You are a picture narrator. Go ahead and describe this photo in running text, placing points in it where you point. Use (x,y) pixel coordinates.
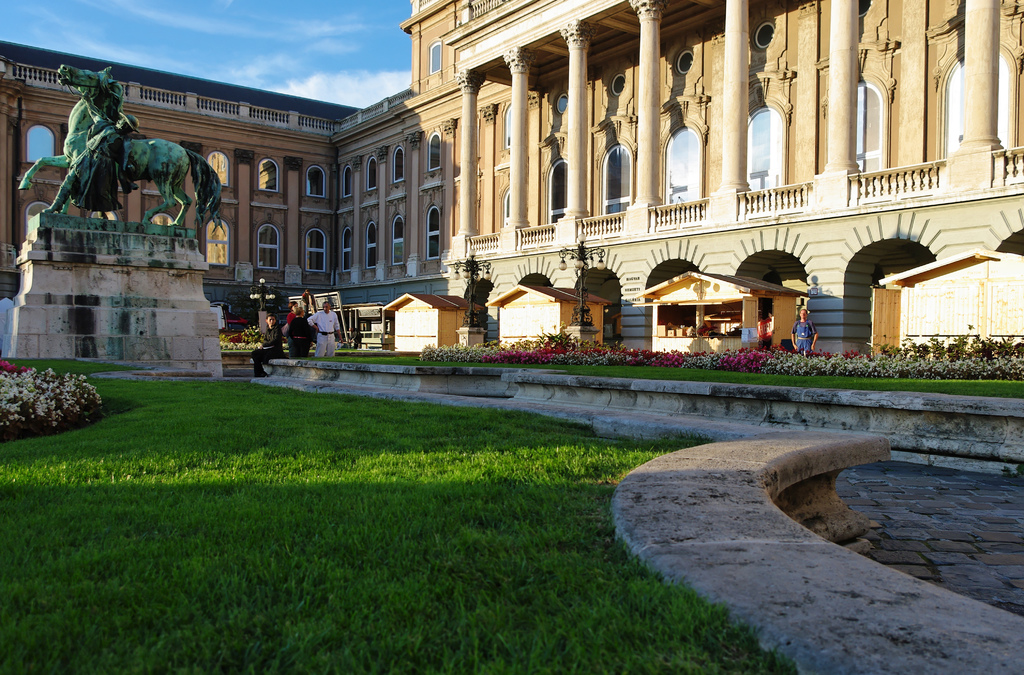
In this image there is grass (291,549) on the ground (298,568). To the left (80,103) there is a sculpture (108,140) of a horse (193,158) on the pillar (118,238). Beside the horse (64,162) there is a sculpture (87,158) of a person (99,182). In front of the sculpture (98,151) there are plants (61,407). In the background (620,121) there is a building (520,138). In front of the building (852,305) there are sheds (599,308). There are a few people (293,328) in the image. There are street light poles (588,258) in the image. At the top (260,41) there is the sky (236,35).
